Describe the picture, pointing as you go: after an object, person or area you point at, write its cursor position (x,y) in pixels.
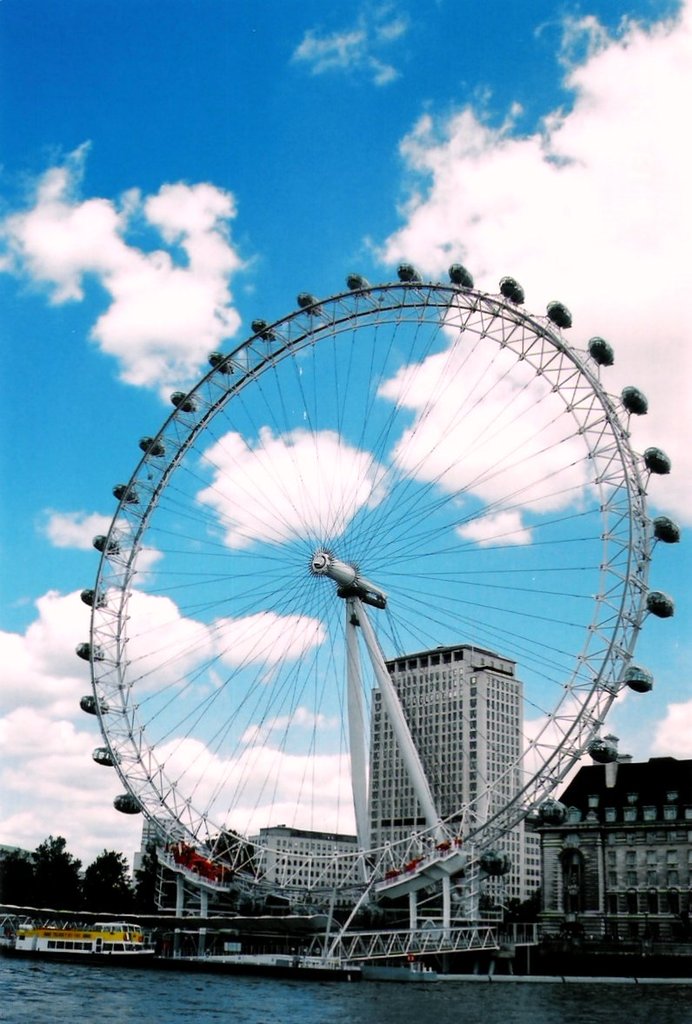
This image consists of a giant wheel (360,858). At the bottom (267,1009), there is water (335,995). In the background (295,830), there are buildings (419,815). At the top (257,135), there are clouds (77,267) in the sky (59,306).
